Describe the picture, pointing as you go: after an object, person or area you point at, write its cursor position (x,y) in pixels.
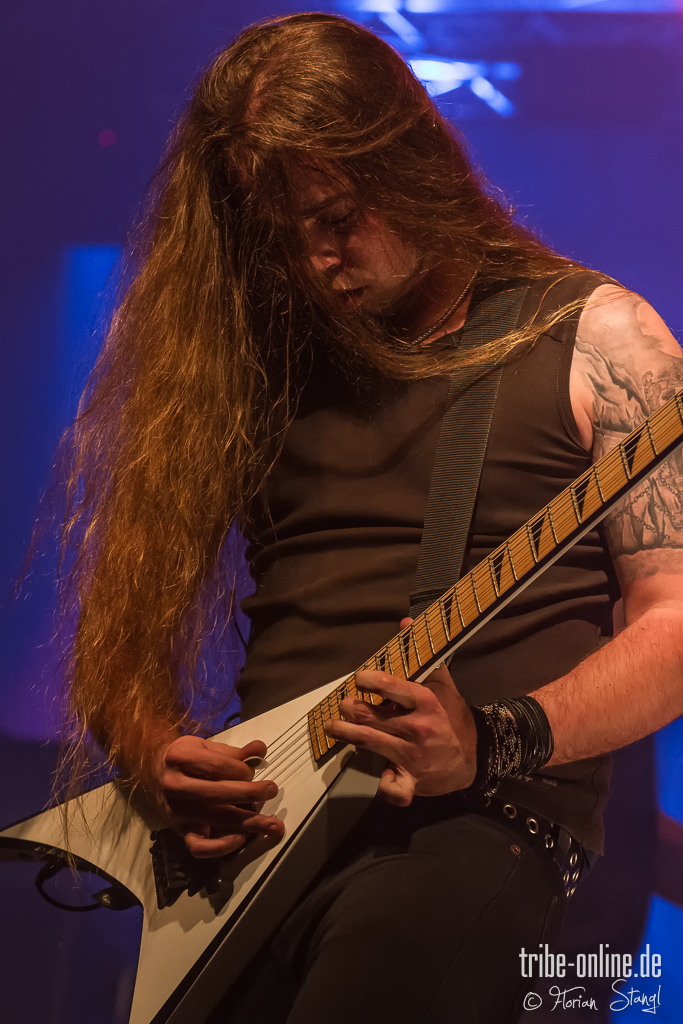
In this picture we see a man (410,459) who is holding guitar (526,546) and playing it. On top of the left hand (682,458) we see tattoo (677,357) present. He wears black dress (263,1020). He has long hair (252,458). He may be presenting musical show.
